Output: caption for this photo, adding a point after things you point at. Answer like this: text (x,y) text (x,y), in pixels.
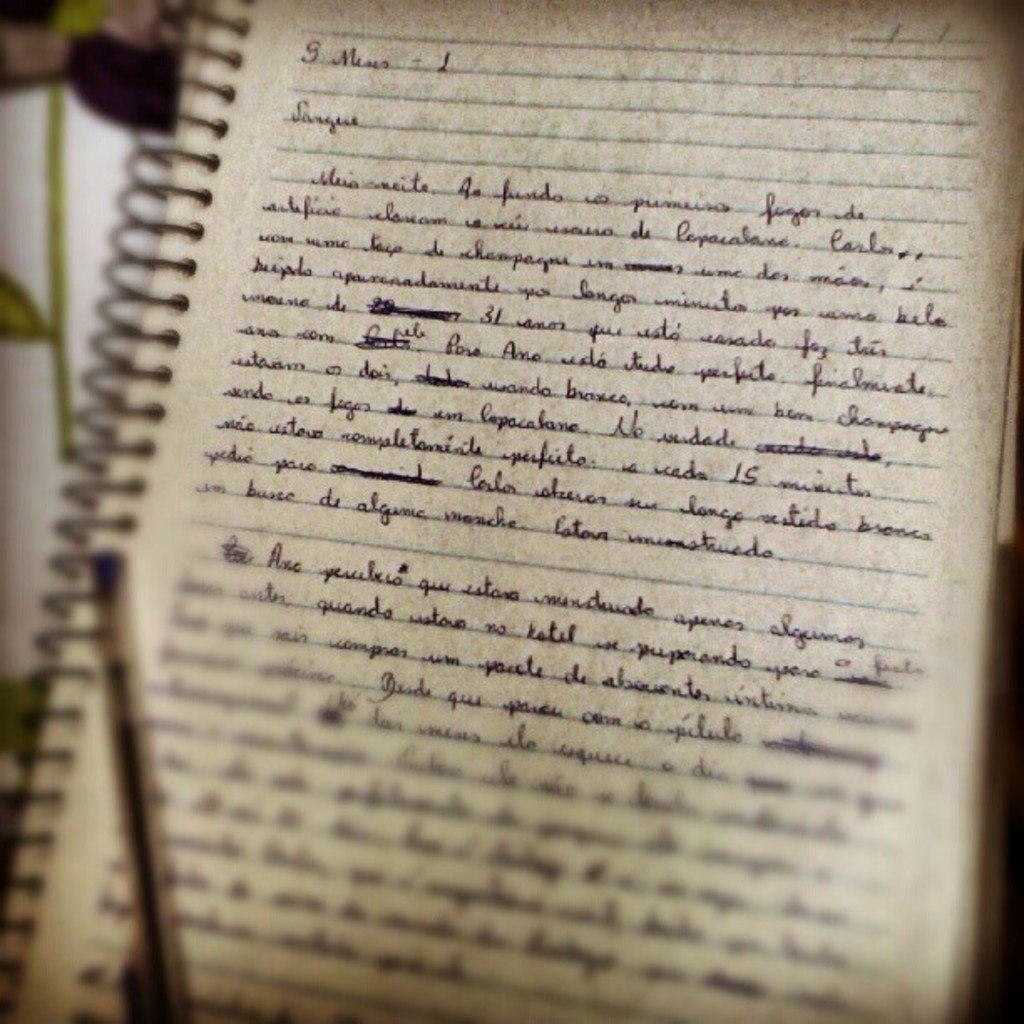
In this image there is a book (571,538) truncated, there is text (464,282) in the book (428,515), there is an object (117,670) truncated towards the bottom of the image (137,754), there are objects (60,220) truncated towards the left of the image (41,347), there is an object (79,58) truncated towards the top of the image (89,29).
